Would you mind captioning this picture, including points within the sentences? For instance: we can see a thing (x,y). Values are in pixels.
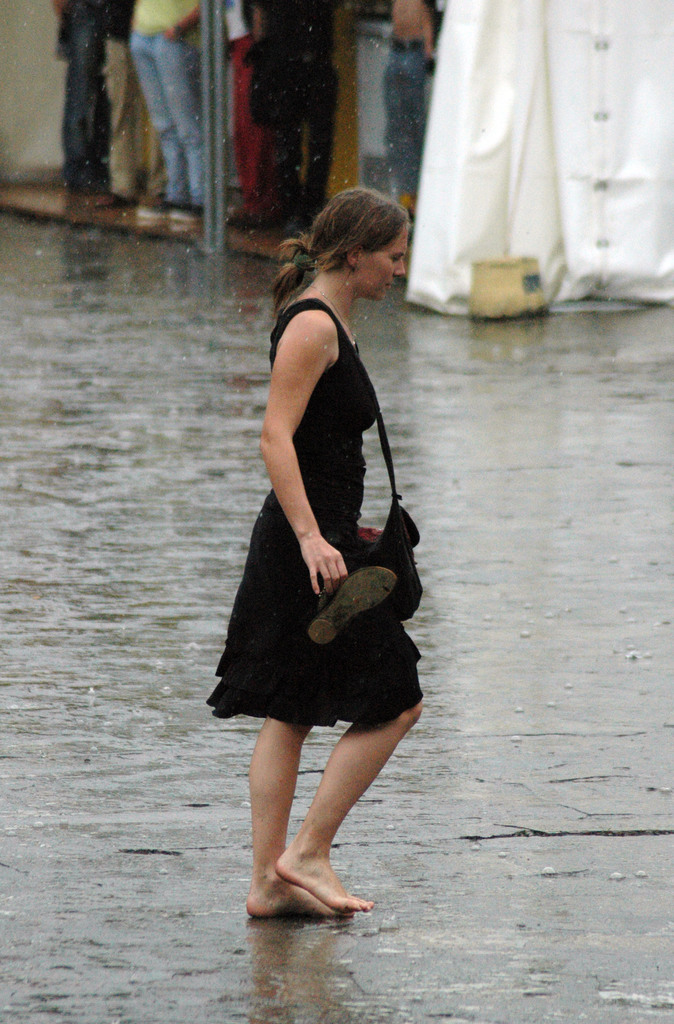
In this image I can see a woman (324,436) is standing in the front (299,350) and I can see she is wearing black colour dress (278,614). I can see she is holding a footwear (356,583) and I can see she is carrying a black colour bag (413,532). In the background (621,75) I can see a white colour thing (524,233) and I can also see few people (144,152) are standing. I can also see an object (534,299) in the background (504,275).
